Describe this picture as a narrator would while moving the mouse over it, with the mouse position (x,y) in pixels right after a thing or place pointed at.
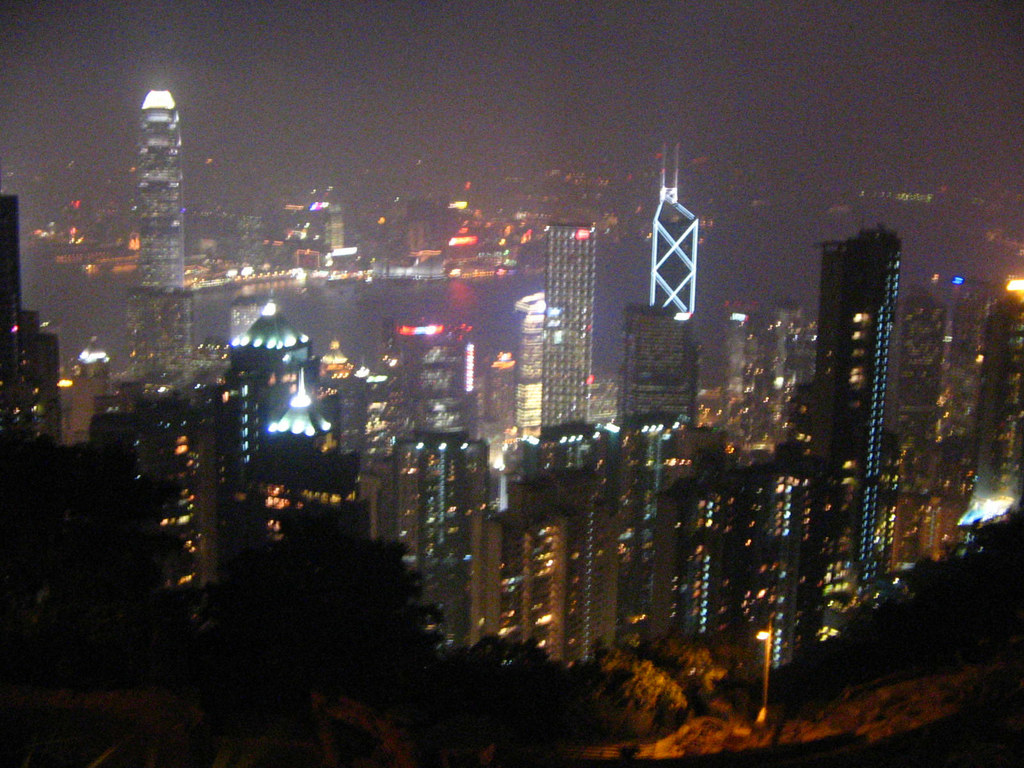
In this picture we can see buildings (511,397), trees (934,609), lights (878,376), water (327,322) and some objects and in the background (548,98) it is dark.
